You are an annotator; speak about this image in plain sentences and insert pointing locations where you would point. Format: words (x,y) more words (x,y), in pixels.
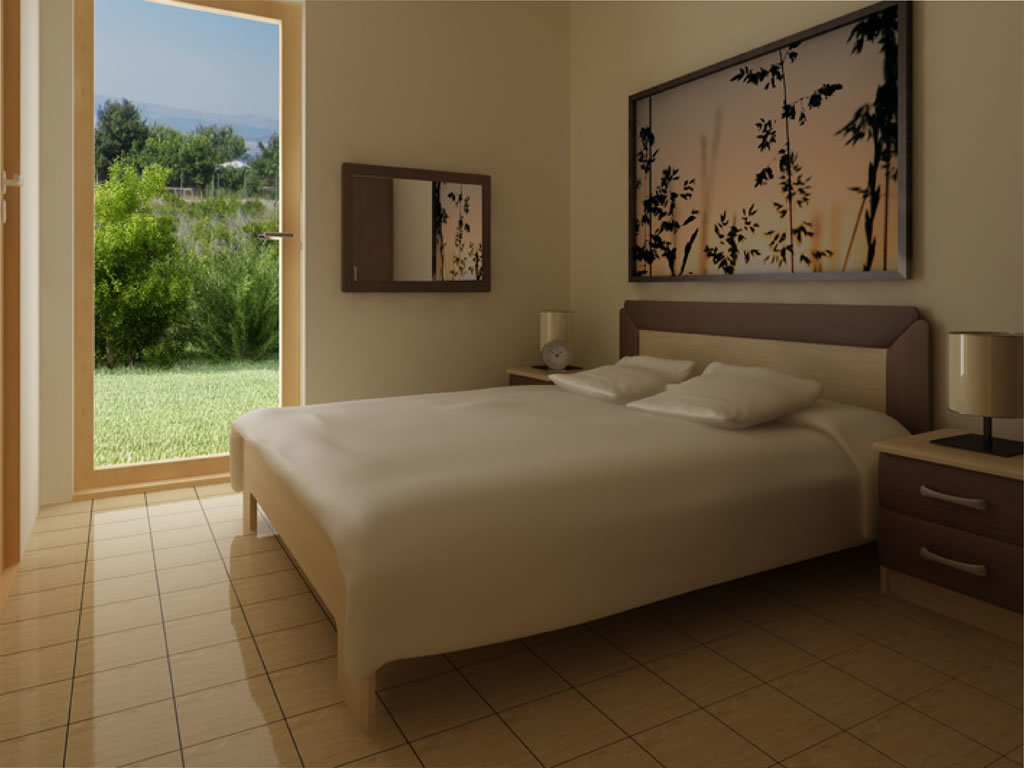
This is a door (217,235). We can see sky (207,60), trees (155,250) and a grass (185,392). This is a floor (484,689). Here we can see a bed (583,514) with bed sheet (689,473) and pillow (706,403) and on the table (918,442) we can see bed lamps (968,407) and a clock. Here we can see a photo frame (868,168) over a wall (404,305).
